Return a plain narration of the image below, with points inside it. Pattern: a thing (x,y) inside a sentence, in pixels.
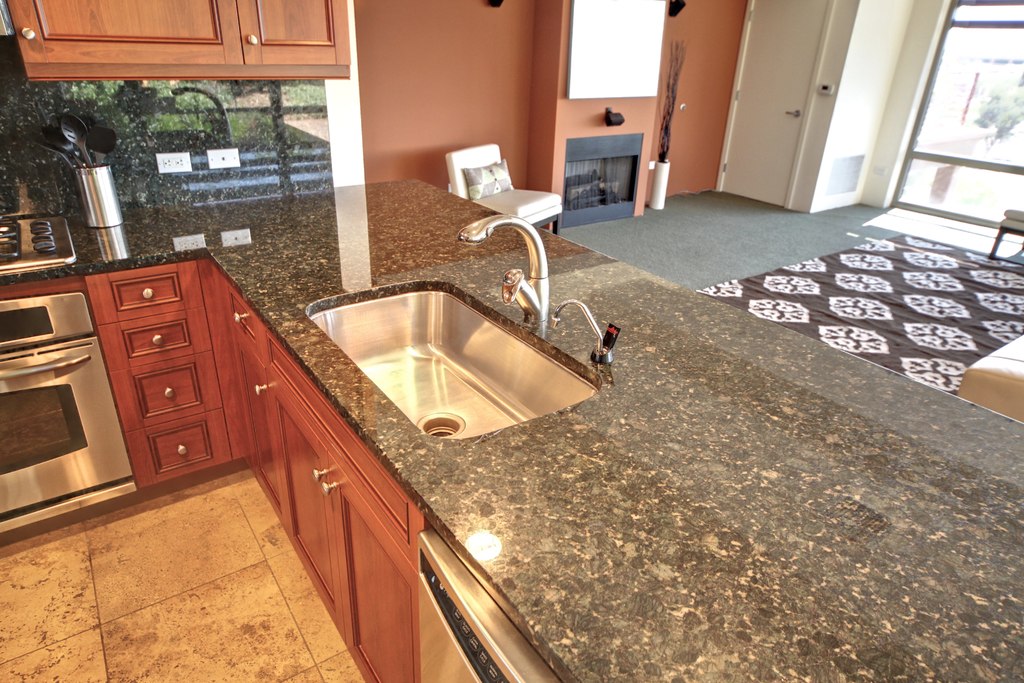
In this picture there is an inside view of the kitchen (227,344). In the front (697,628) there is a granite platform (626,443) with steel sink (500,331) and tap (474,233). On the bottom side (348,487) there is a wooden cabinet door (360,544) and on the left side (60,438) there is a stove (58,244) and a spoon holder (93,169). On the right side (705,15) there is a brown color wall (735,17) with white door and a glass wall (995,66).
